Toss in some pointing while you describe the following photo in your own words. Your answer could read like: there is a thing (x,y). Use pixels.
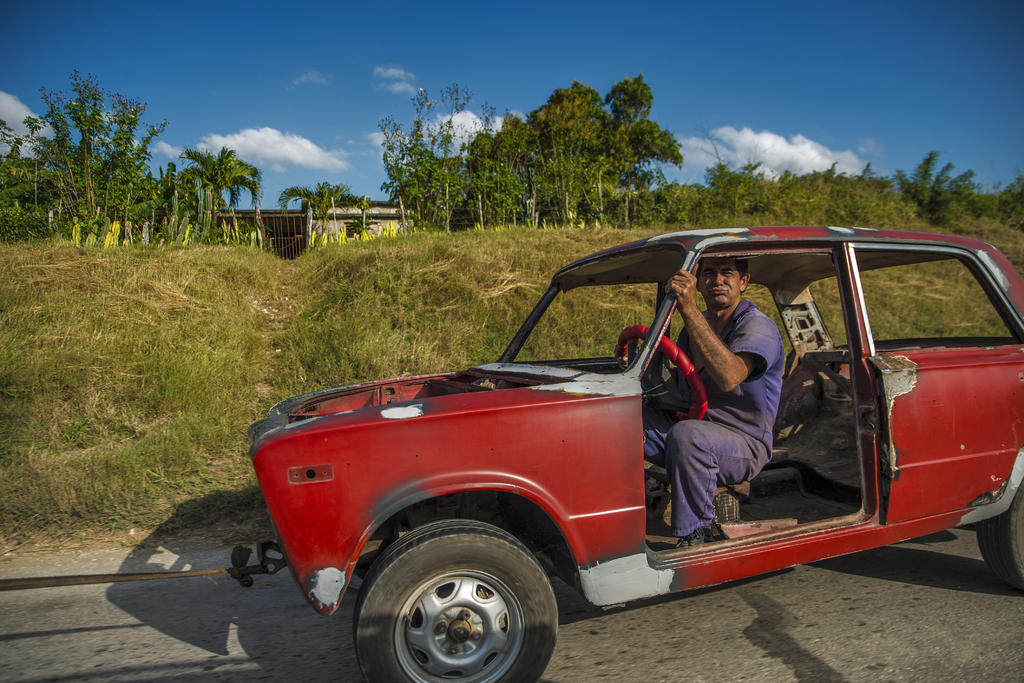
In this image I can see a man (716,395) sitting in the car (678,387). At the background (588,162) we can see trees (507,169) cloud (317,156) and a sky (313,128).
